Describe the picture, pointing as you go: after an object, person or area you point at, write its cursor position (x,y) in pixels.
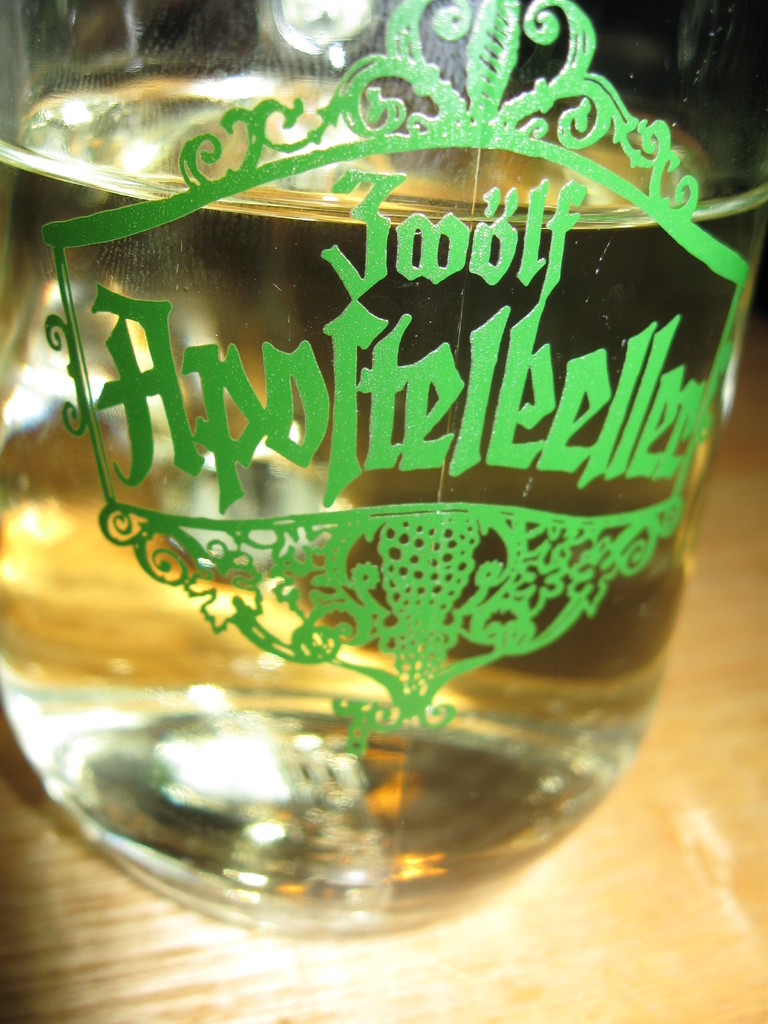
In this picture we can see a glass (409,430) in which we can see liquid (288,687).
